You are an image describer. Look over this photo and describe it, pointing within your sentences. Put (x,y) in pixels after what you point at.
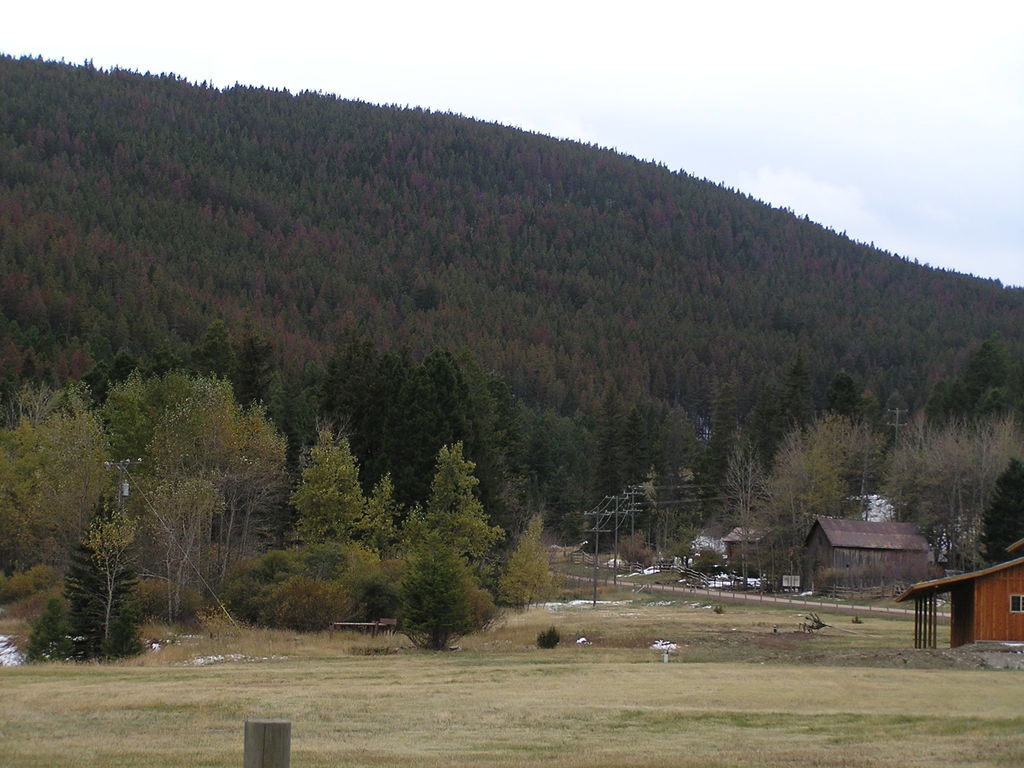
In the foreground of the image (394,721) we can see the grass (487,737). In the middle of the image (528,455) we can see the road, houses (975,577), trees (609,539) and current poles (596,570). On the top of the image (576,87) we can see the trees (558,167) and the sky (828,145).
